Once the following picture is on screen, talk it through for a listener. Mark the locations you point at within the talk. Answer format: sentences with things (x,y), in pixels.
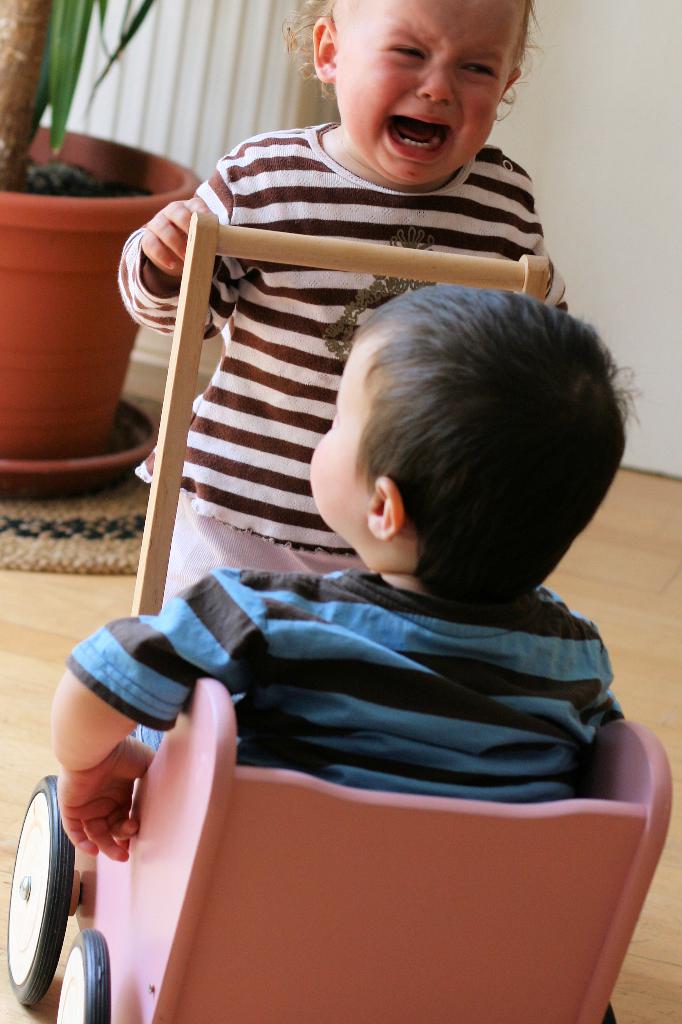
In this image there is a baby (194,528) crying, another baby (321,594) sitting in the toy vehicle (354,854), and in the back ground (65,236) there is a pot (65,236), plant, carpet (80,569), wall (573,142).
